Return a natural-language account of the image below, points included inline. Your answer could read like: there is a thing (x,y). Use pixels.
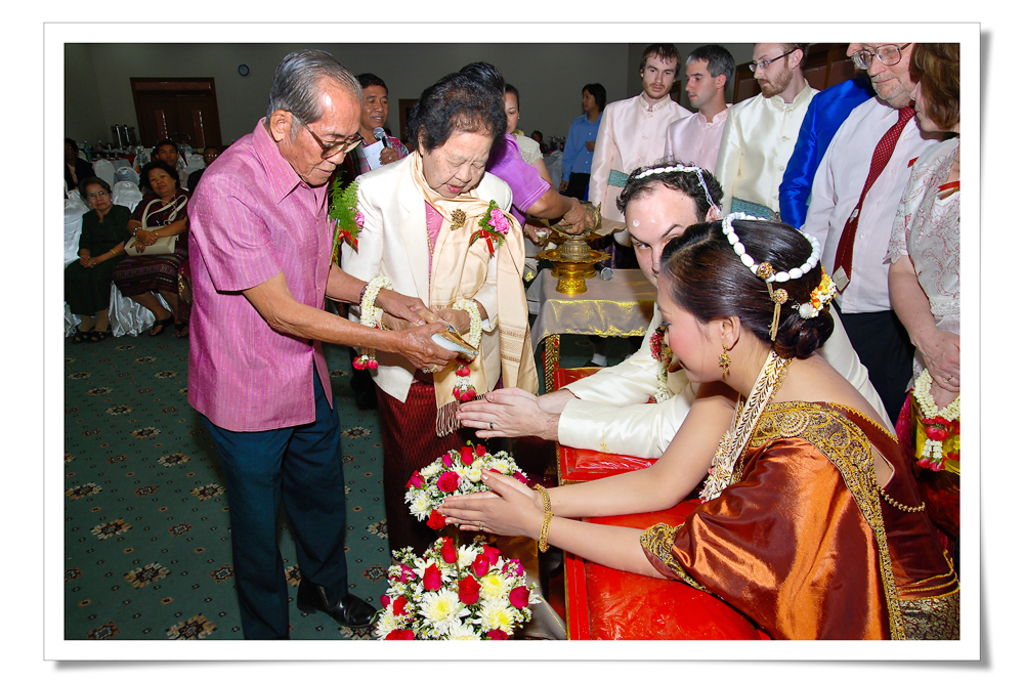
In the image on the right side (888,225) there are few people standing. There is a person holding a small garland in the hand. In front of them there is a lady (711,427) and a man (653,374) sitting. In front of them there are flowers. And also there is a man (274,149) and lady (401,254) standing and holding something in their hands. Behind them there are few people (518,129) standing. In between them there is a man (377,123) standing and holding a mic (383,148) in his hand (395,156). On the left side of the image (189,197) there are few people (129,224) sitting on the chairs (126,200). In the background (231,110) there is a wall (510,79) and also there are some other objects (200,132).
